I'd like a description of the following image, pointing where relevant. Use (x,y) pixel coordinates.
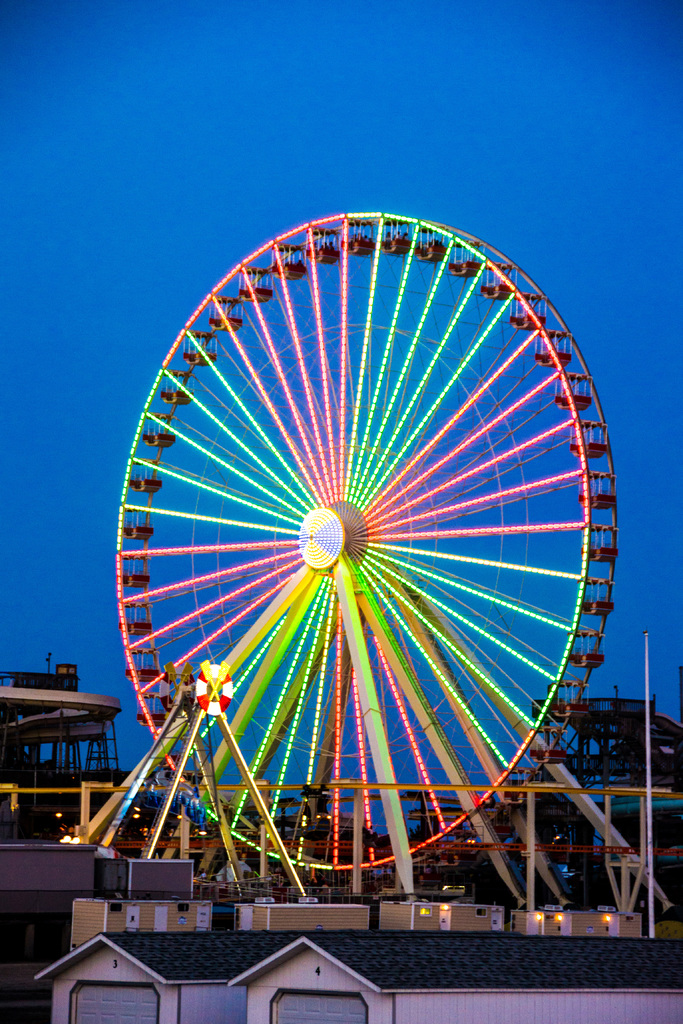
In this image in the front (206,936) there are houses (226,933). In the background (238,720) there are amusement rides (472,718).
